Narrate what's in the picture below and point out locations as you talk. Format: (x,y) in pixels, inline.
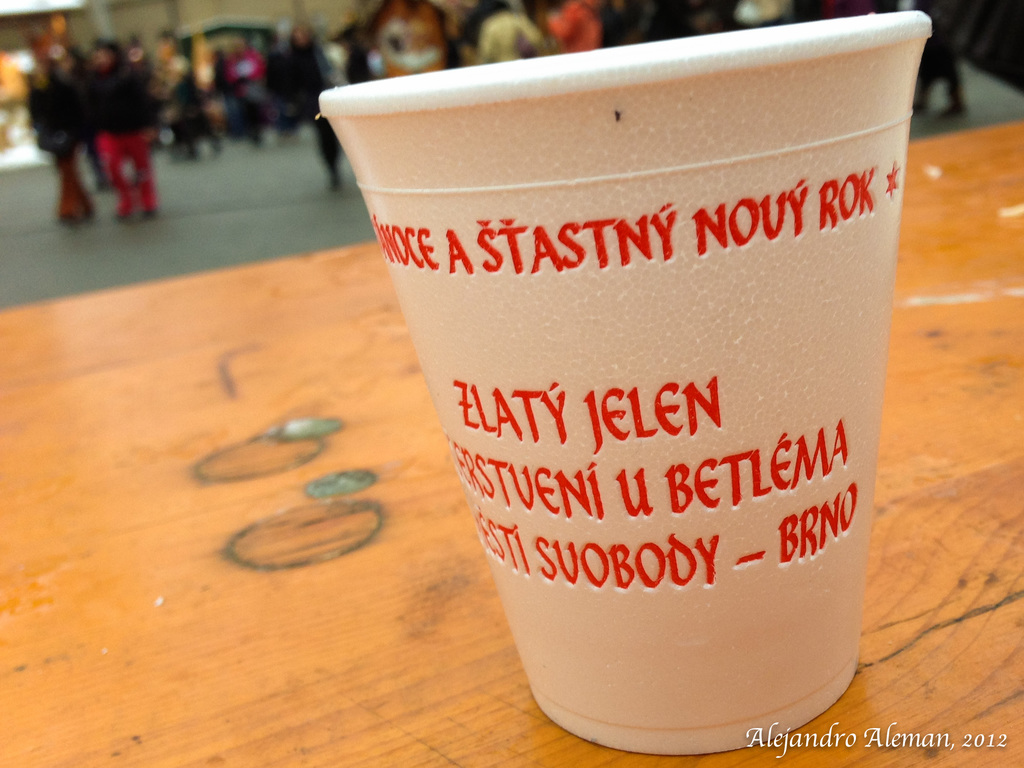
In this image there is a glass (600,257) placed on the table (238,531). At the background (530,17) people (212,112) were walking on surface (47,204) of the road (136,229).
